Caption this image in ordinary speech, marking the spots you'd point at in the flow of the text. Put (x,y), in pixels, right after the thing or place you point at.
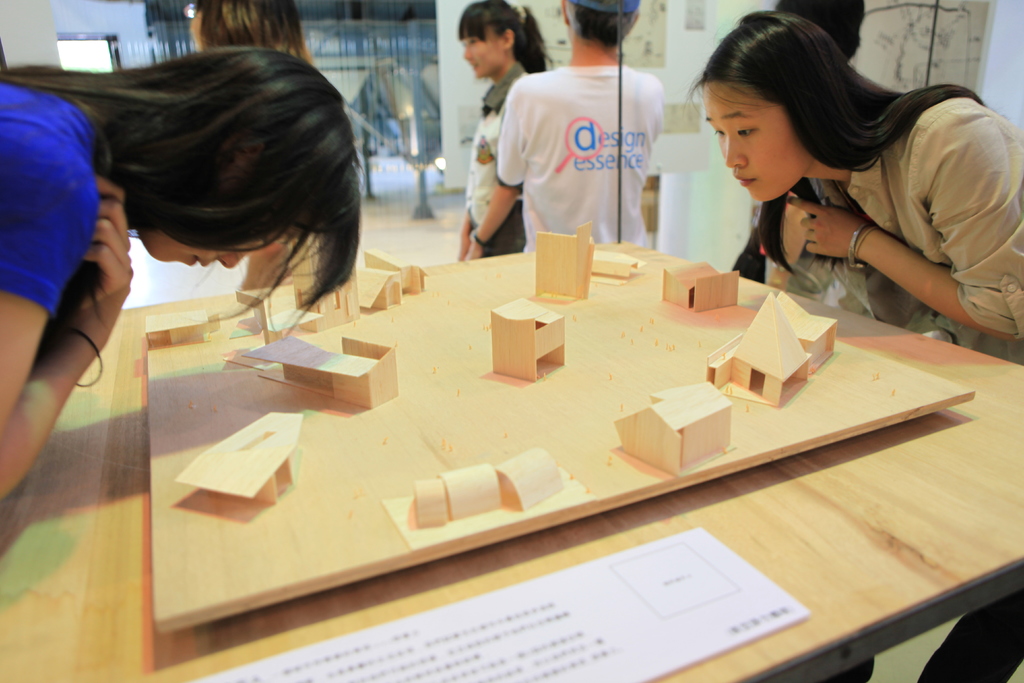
A group of people (572,176) are standing. In-front of this 2 woman's (822,199) there is a table (916,352), on a table (634,449) there is a wood craft (782,388).
